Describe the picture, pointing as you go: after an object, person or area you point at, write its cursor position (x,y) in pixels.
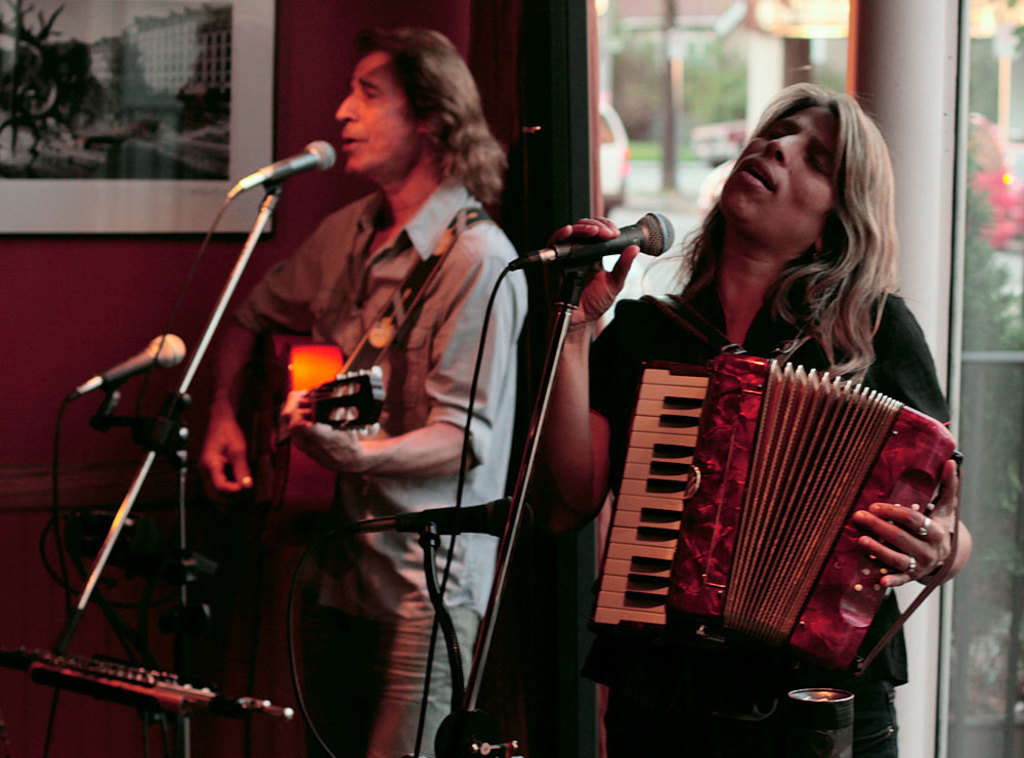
In the picture we can see a man (447,482) and a woman (833,329) are standing and playing musical instruments (725,492) and singing a song in the microphone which is to the stand (161,434) and behind them, we can see a wall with photo frame (0,219) and some painting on it and beside it we can see a glass wall (1016,324) and from it we can see an outside view (820,67).
